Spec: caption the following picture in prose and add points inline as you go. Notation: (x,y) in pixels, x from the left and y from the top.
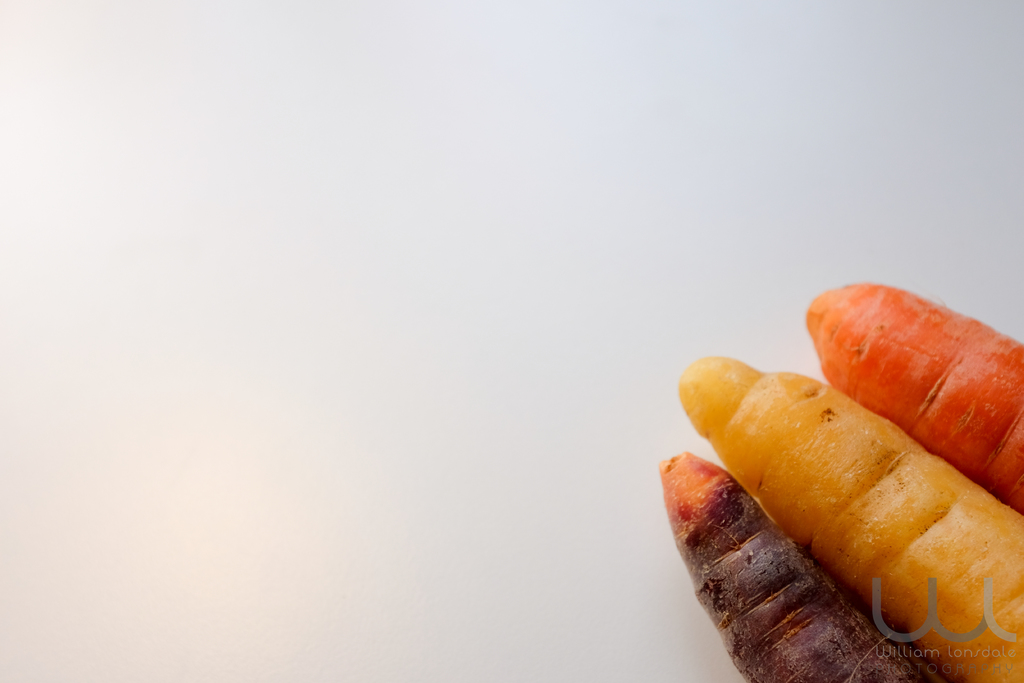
In this image there are three carrots (856,432) on the right side (851,474) bottom.
